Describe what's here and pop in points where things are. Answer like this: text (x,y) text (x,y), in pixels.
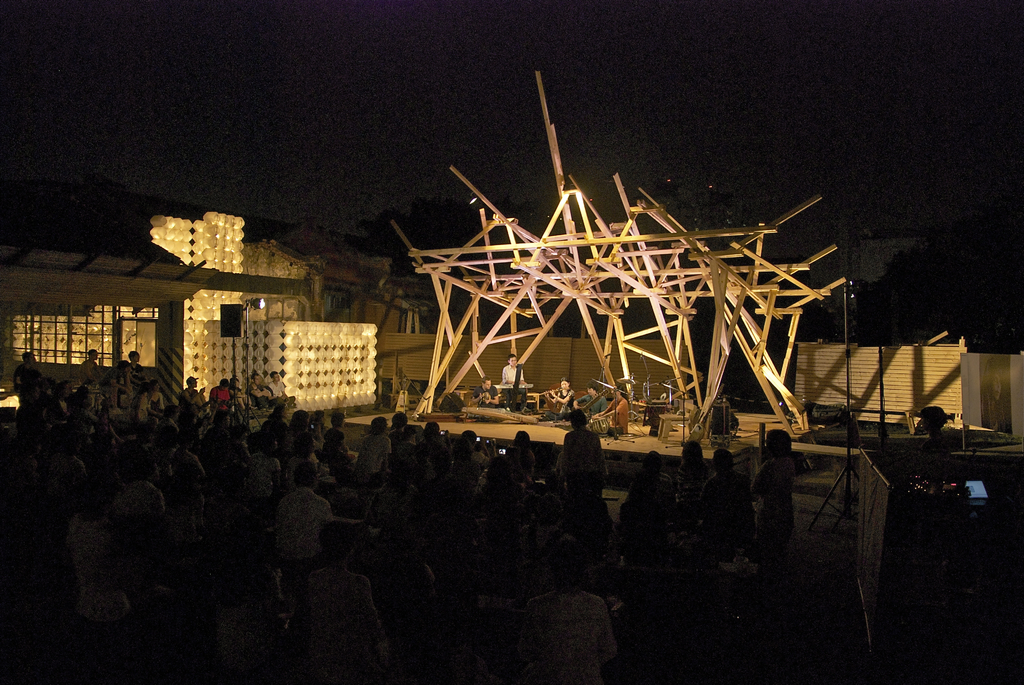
In this image, I can see few people (88,494) sitting and few people (312,526) standing. This looks like a stage (651,445), which is decorated with the poles (653,298). There are few people (621,411) sitting and playing the musical instruments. This looks like a building (117,303) with the lights (195,262). I think this is a speaker (229,331) with the stand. In the background (349,245), I can see the trees (921,293). On the right side of the image (900,508), I can see an object (871,513). This is the sky (453,76).
